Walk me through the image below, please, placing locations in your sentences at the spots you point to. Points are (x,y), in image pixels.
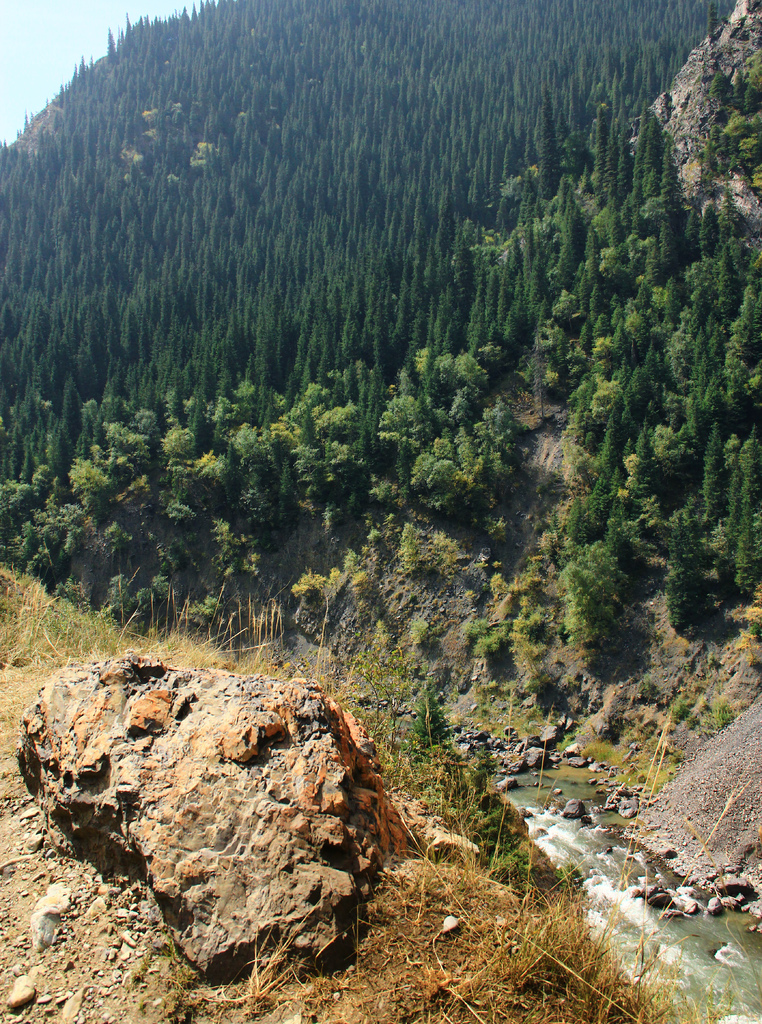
In this image in the front (304,794) there is dry grass (551,1006) and there is a stone (359,737). In the background (306,359) there are trees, stones (681,873) and there is water (615,883).
